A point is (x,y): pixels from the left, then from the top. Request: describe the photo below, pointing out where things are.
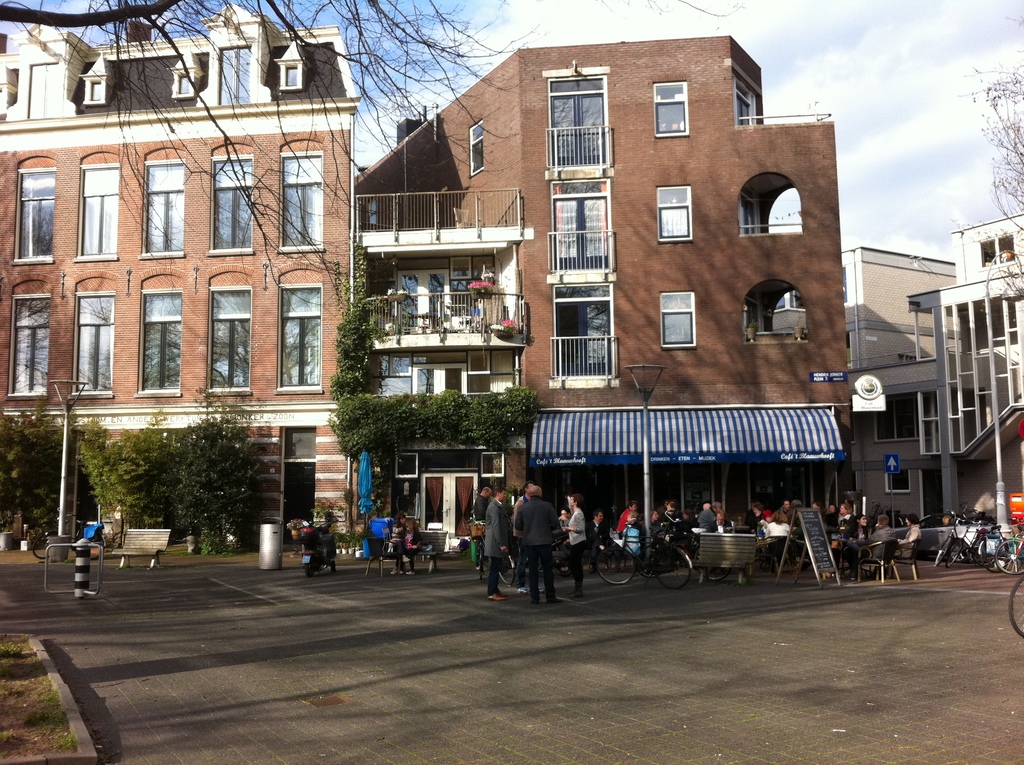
There is a road (414,661) at the bottom of this image (530,661). There are some persons (530,533), bicycles (679,552), and trees (225,479) present in the background (695,537). There are some buildings (529,309) in the middle of this image (533,359), and there is a cloudy sky (817,71) at the top of this image (909,126).
